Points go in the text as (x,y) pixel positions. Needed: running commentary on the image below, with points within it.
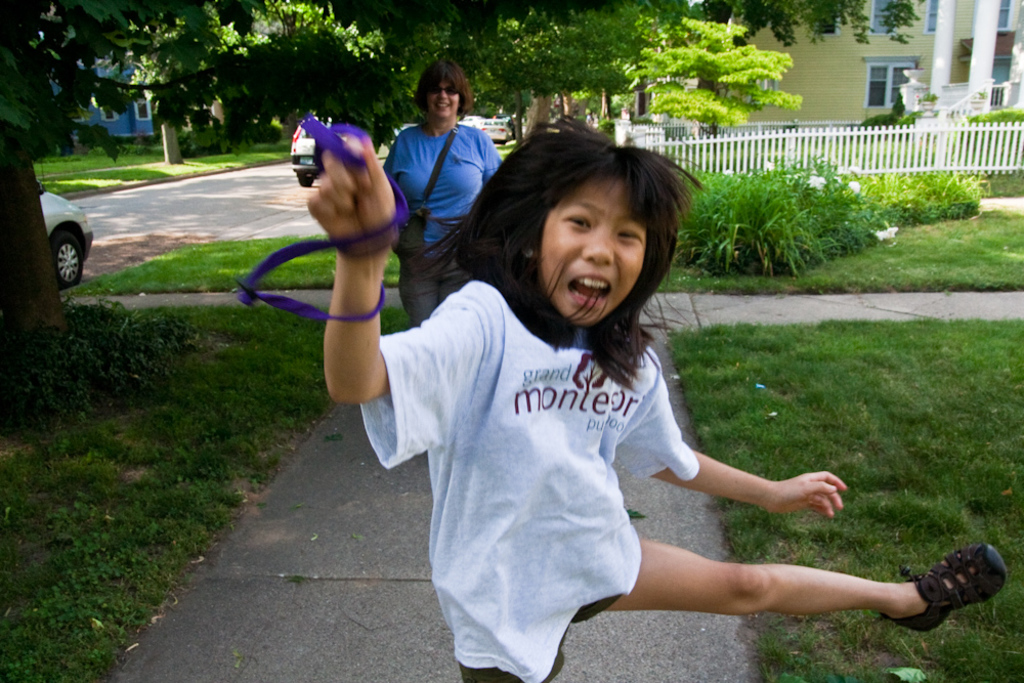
In this image there is one girl (498,472) is in the bottom of this image (543,499) and wearing a white color t shirt (494,463) and holding an object (345,252). There is one other person (444,200) is standing beside to this kid (504,367). There are some trees (237,20) in the background (200,148). There is a grassy land (261,358) in the bottom of this image (921,460). There is a building (811,91) on the top right corner of this image (771,89). There are some cars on the left side of this image (297,178).
